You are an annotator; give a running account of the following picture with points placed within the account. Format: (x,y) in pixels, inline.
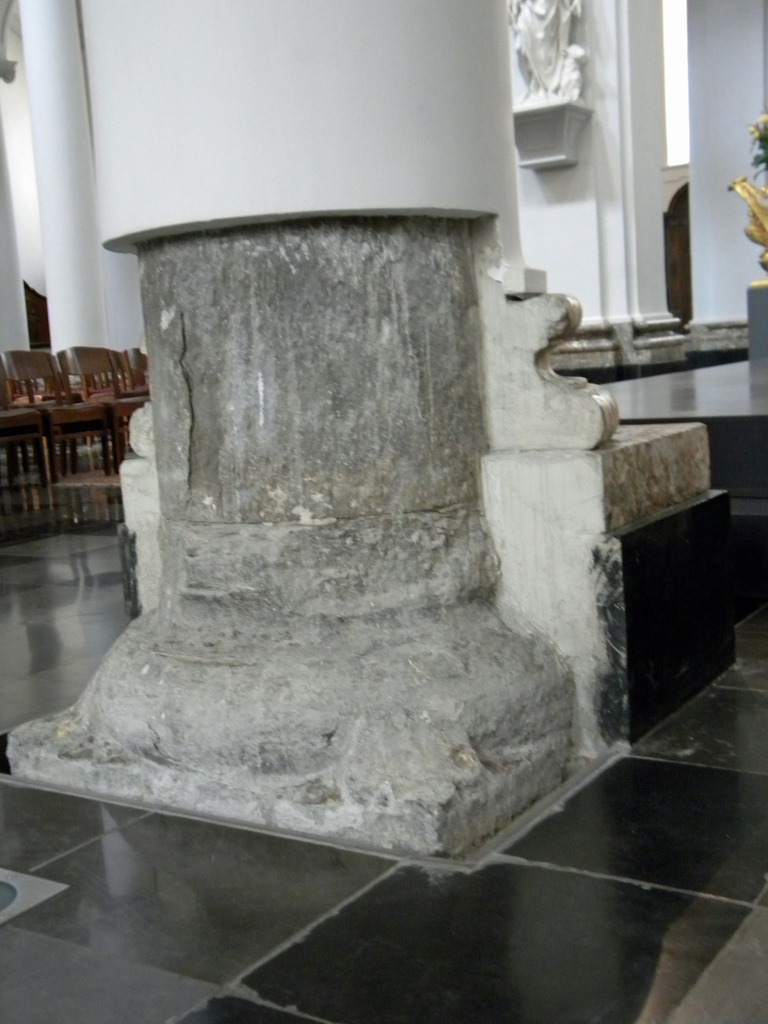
In this image we can see a pillar (390,485). In the back (79,414) there are chairs (67,420). On the wall (583,20) there is a sculpture (555,103).
